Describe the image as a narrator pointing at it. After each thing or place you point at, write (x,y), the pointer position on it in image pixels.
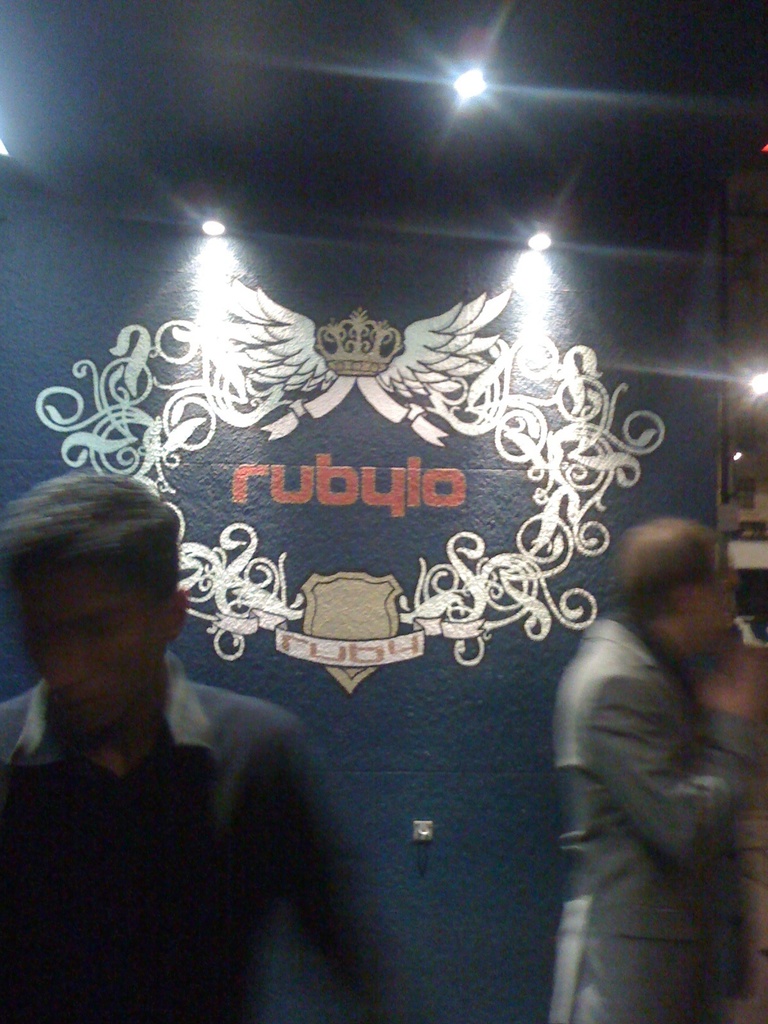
This picture describes about few people (691,773), in the background (528,712) we can see an art (261,348) on the wall (466,569), and also we find few lights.
